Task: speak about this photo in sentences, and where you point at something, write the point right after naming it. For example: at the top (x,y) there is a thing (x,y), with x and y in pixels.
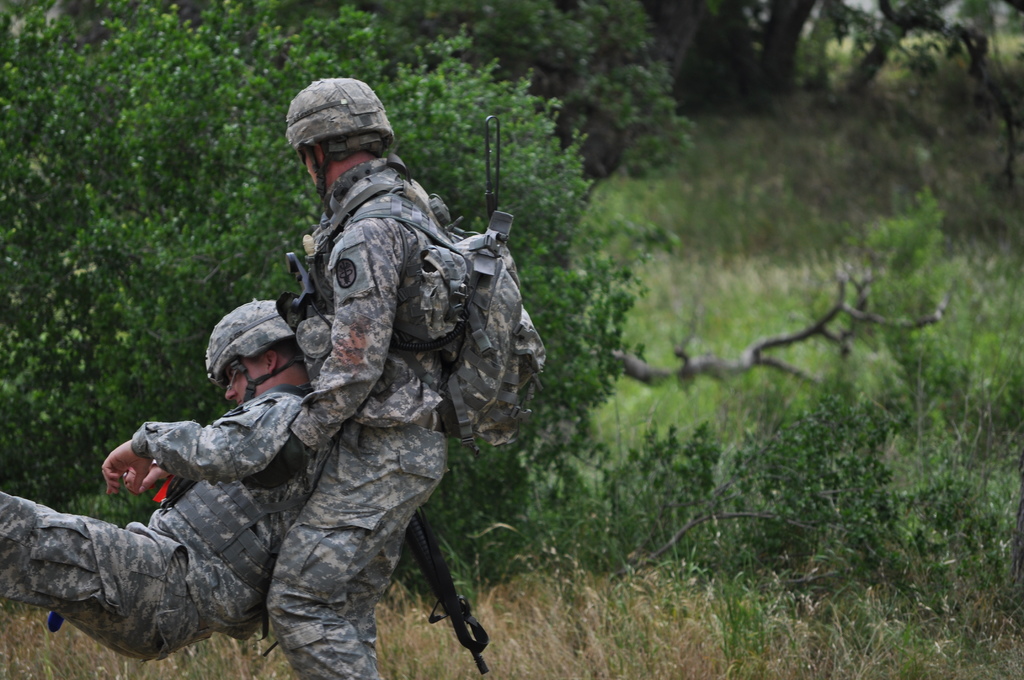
In this image I can see two people (323,456) the military uniform (372,367). In the background (486,84) there are trees (690,13).
